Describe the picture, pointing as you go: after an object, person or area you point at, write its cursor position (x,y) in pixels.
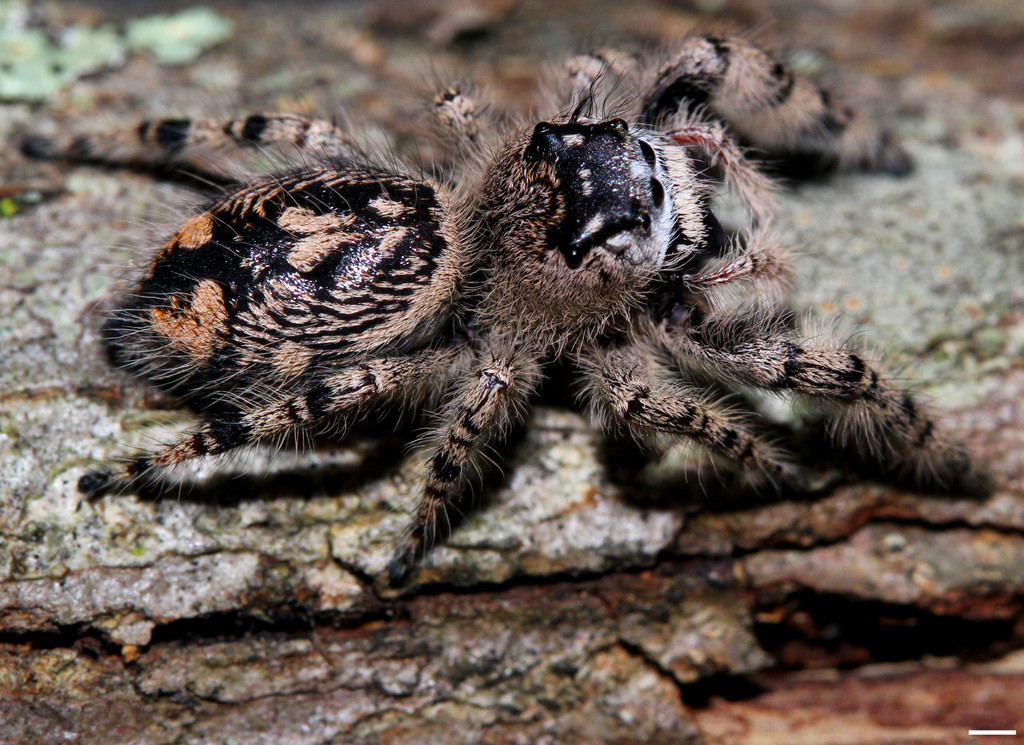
In this picture there is an insect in the center of the image (655,260) on a log (582,733).
